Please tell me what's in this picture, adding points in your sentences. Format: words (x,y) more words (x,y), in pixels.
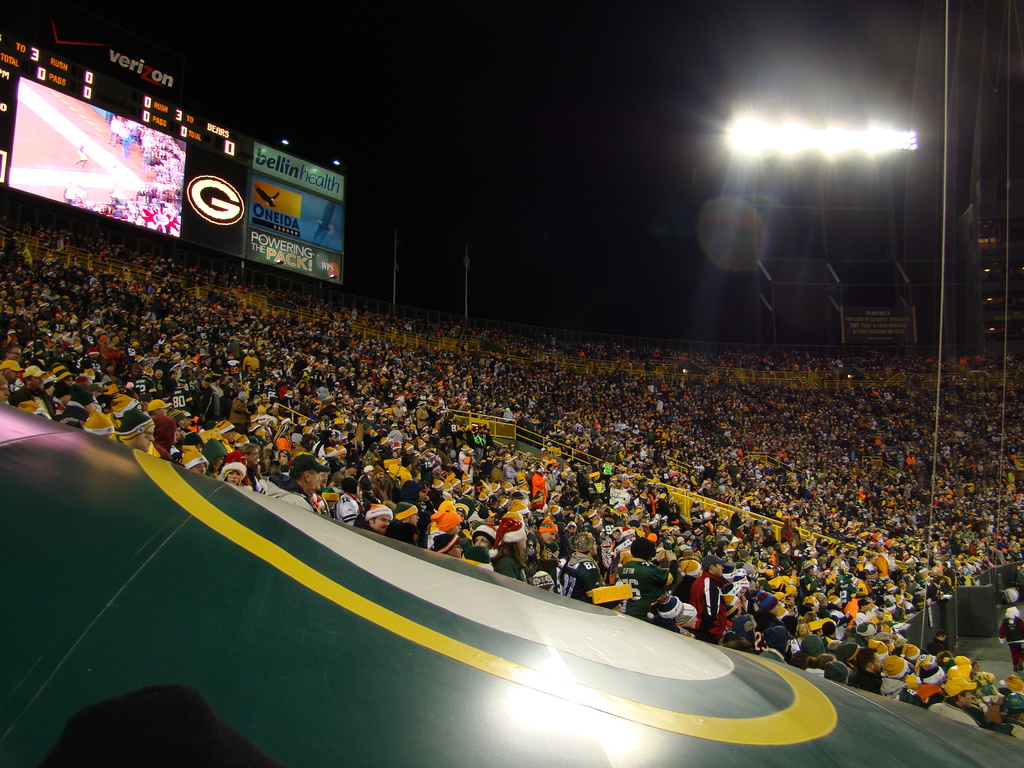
In this image I can see many people (467,381) in the stadium (675,399). I can see these people (716,452) with different color dresses (590,472). In the background (158,193) I can see the screens (154,196), boards (314,261) and the lights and there is a black background (667,243).
